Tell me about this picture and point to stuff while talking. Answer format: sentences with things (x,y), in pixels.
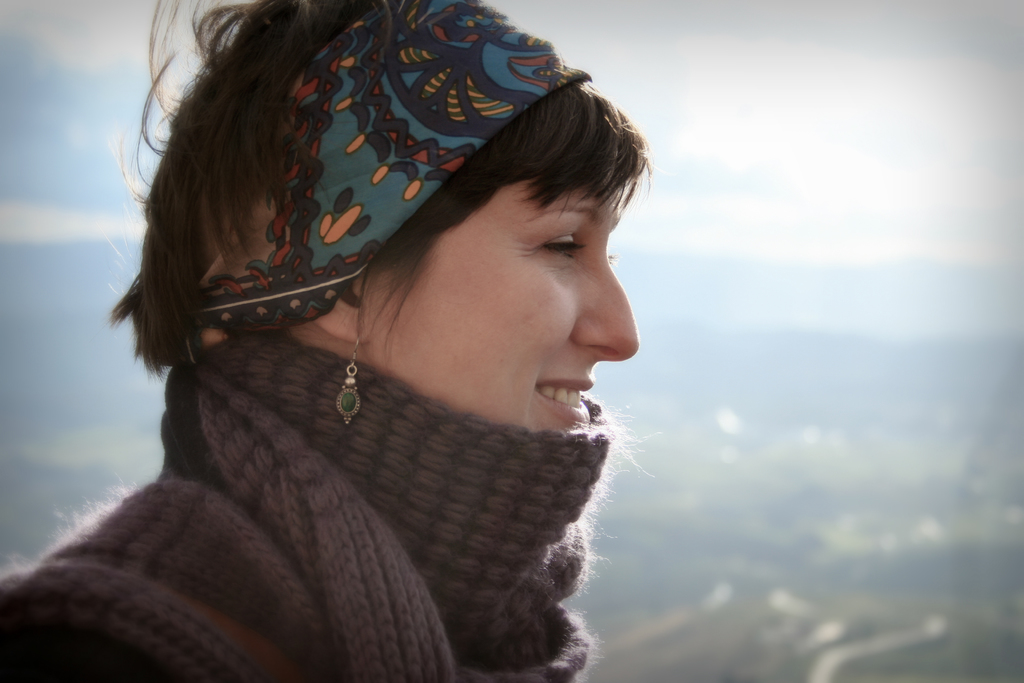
In the foreground of this image (440,577), there is a woman (488,303) wearing scarf (384,559) around her neck (406,416) and a head band (424,176) on her head (419,156). In the background (798,423), there is greenery (70,440). On the top (800,104), there is the sky (710,100) and the cloud (662,40).
